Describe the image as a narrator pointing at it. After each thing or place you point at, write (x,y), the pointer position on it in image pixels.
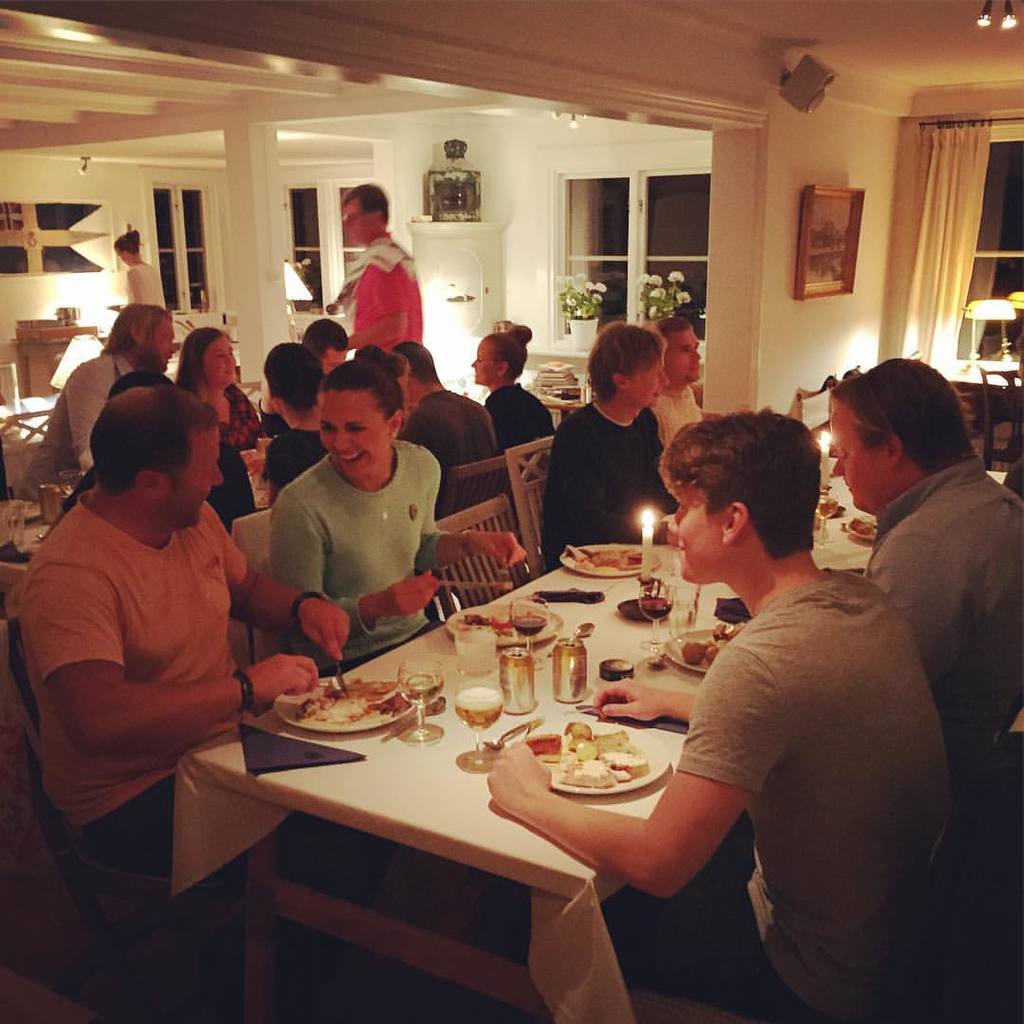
in the image in the center (663,513) we can see group of persons (831,699) were sitting around the table (587,639). And in the front (148,527) we can see three persons (691,491) were smiling. On table (387,790) we can see food items (728,623). Coming to the background (394,234) we can see the wall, flower vase (590,288) and window (635,272).
